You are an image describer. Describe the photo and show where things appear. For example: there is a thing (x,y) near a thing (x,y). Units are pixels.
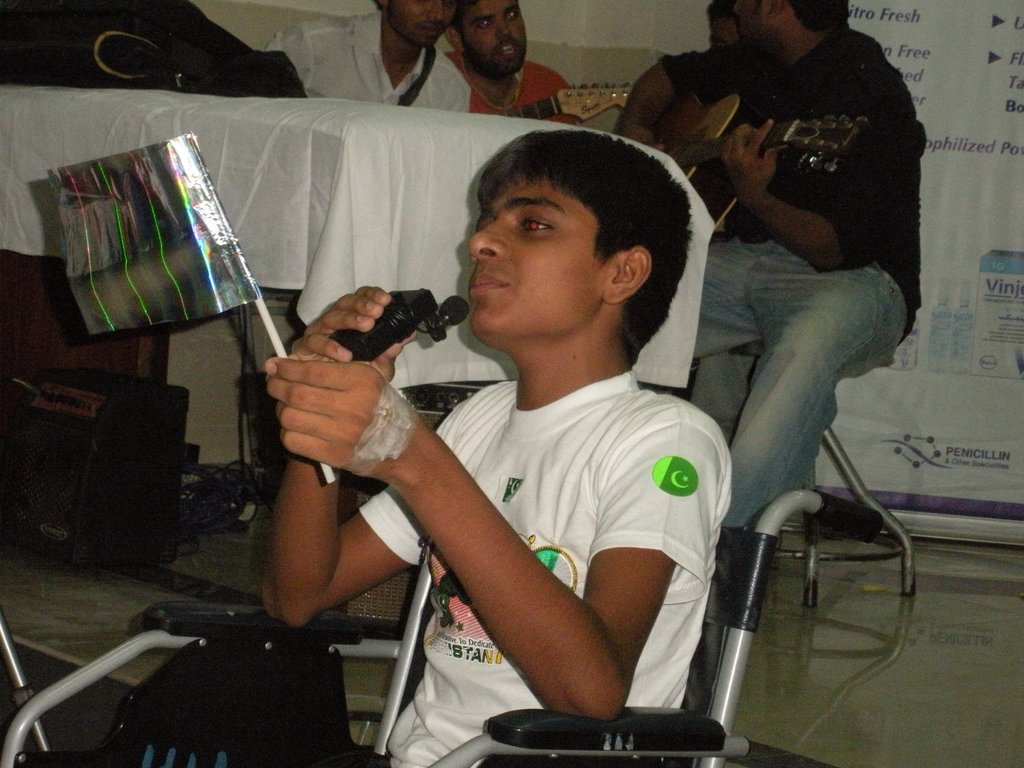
It is a picture there is a man (541,498) sitting on a wheelchair (839,498), in the background (797,64) there are another four people (773,64) two of them are playing the guitars (810,162), in the background (993,244) there is a banner (991,257) beside that there is a wall (573,5).
